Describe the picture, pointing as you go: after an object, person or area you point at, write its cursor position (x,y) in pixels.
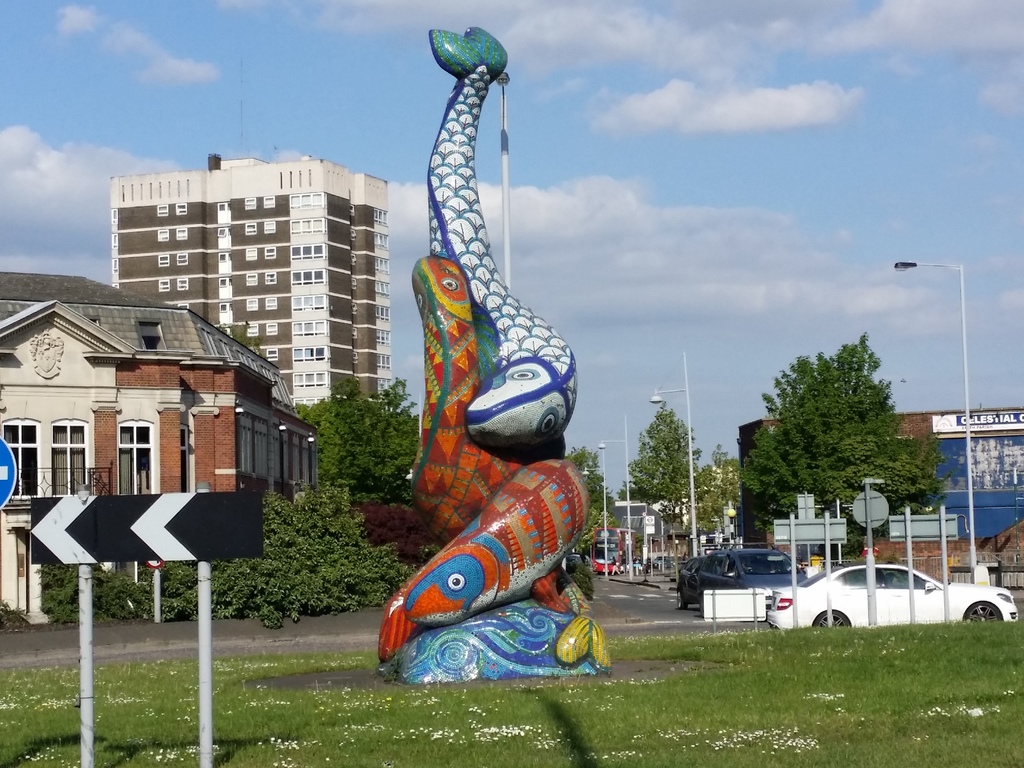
In the center of the image (532,346) we can see a statue (491,554). We can also see some vehicles (720,583) on the road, a house (275,457) with a roof (232,351) and some plants (302,558) beside it and a building (197,287) with windows (274,280). On the backside (770,456) we can see some trees (804,422), street poles (730,519), board (648,531) and the sky (742,276) which looks cloudy.
